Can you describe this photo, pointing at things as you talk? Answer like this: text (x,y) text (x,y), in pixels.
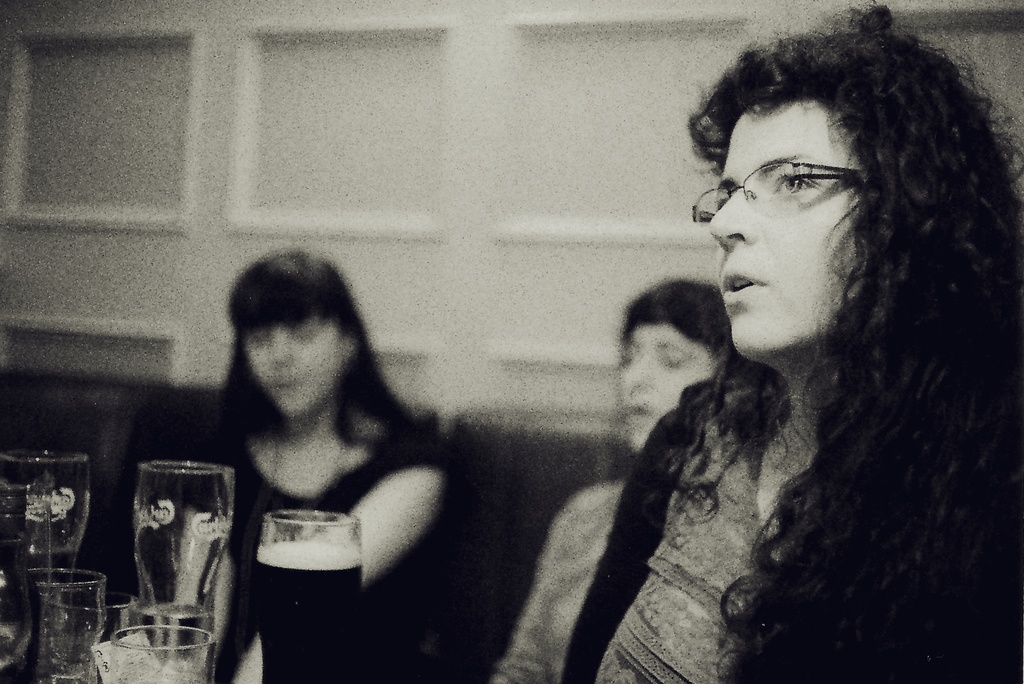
In this black and white picture there is a woman (840,280) wearing spectacles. Left side (52,630) there are glasses (71,630). Behind there are people (380,441). Background (572,375) there is a wall (460,206).
